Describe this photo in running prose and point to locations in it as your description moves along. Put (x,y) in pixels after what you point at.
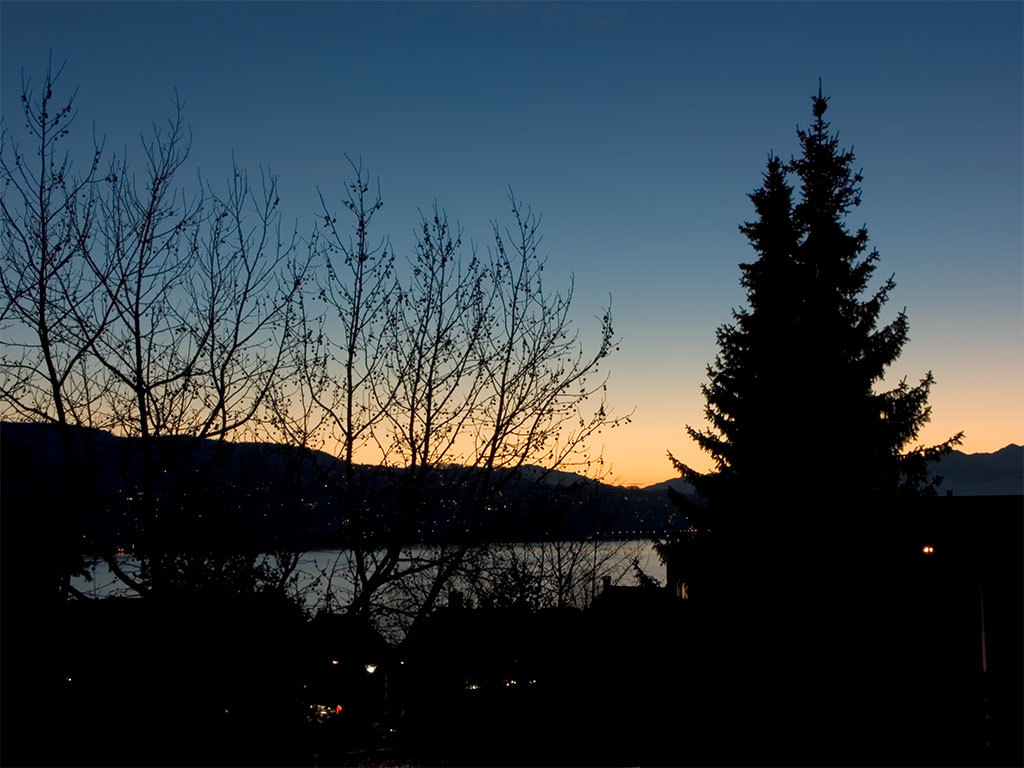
In this image there are trees (801,439) and there is water (402,566) and there are lights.
